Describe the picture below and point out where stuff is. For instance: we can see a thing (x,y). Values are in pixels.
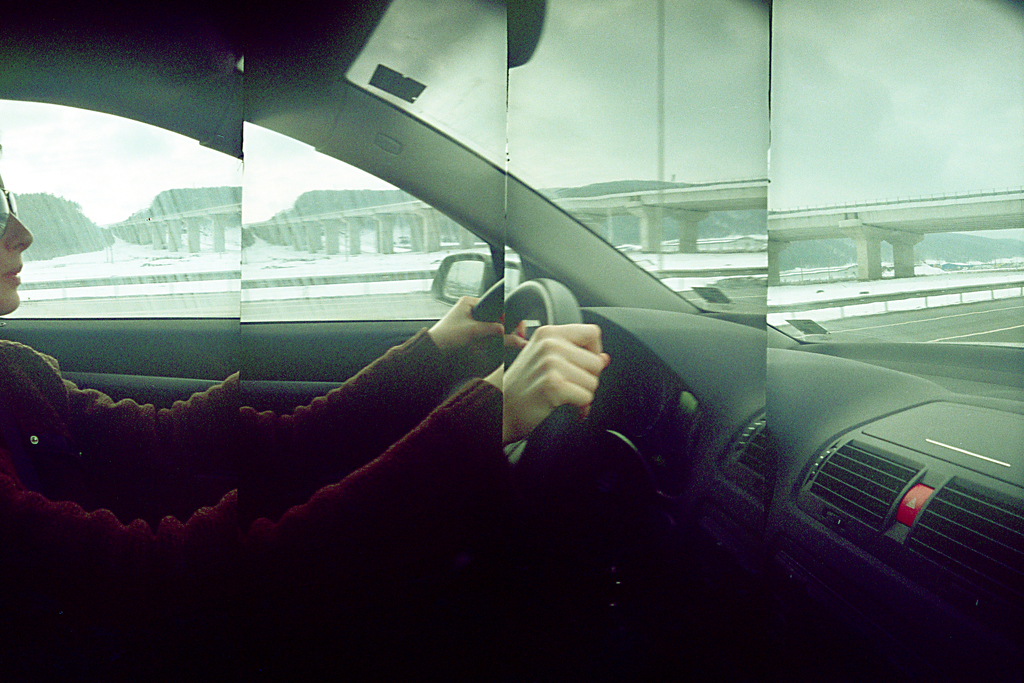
I can see a collage picture in which I can see a woman (206,410) riding the vehicle (669,448). In the background (681,224), I can see a bridge (392,208) and the hills (811,243).
